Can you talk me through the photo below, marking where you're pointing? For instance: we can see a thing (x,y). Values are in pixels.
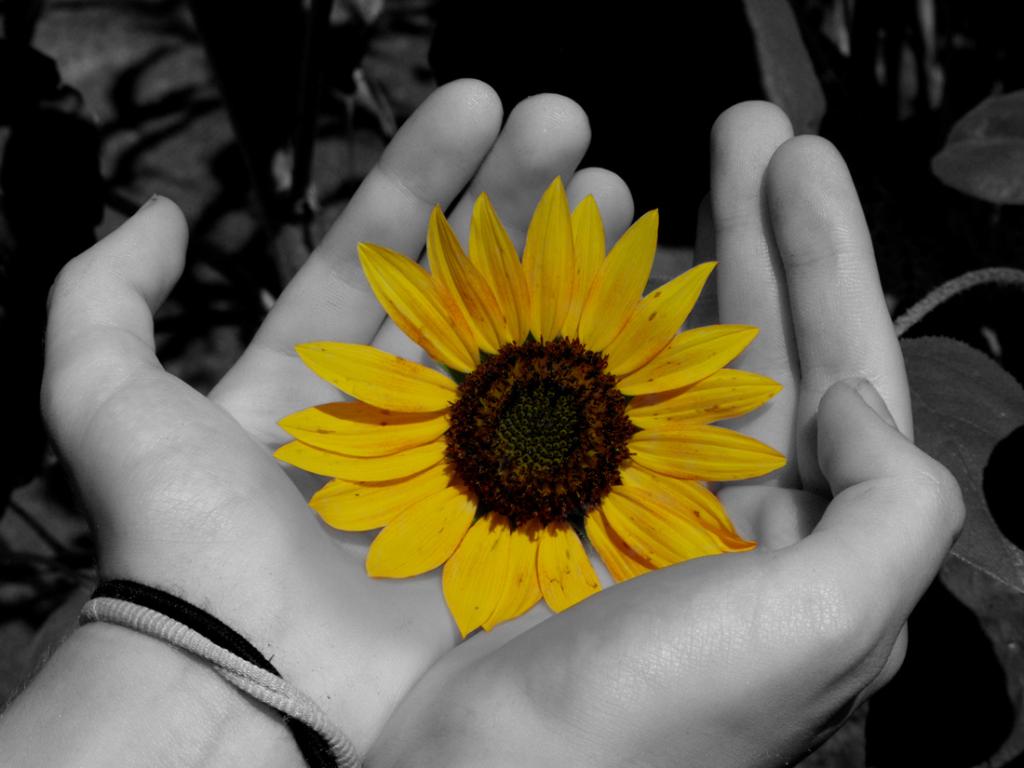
This picture shows a human hands (385,652) holding flower (551,361) and we see plants (1014,116) and the flower (636,269) is yellow in color.
